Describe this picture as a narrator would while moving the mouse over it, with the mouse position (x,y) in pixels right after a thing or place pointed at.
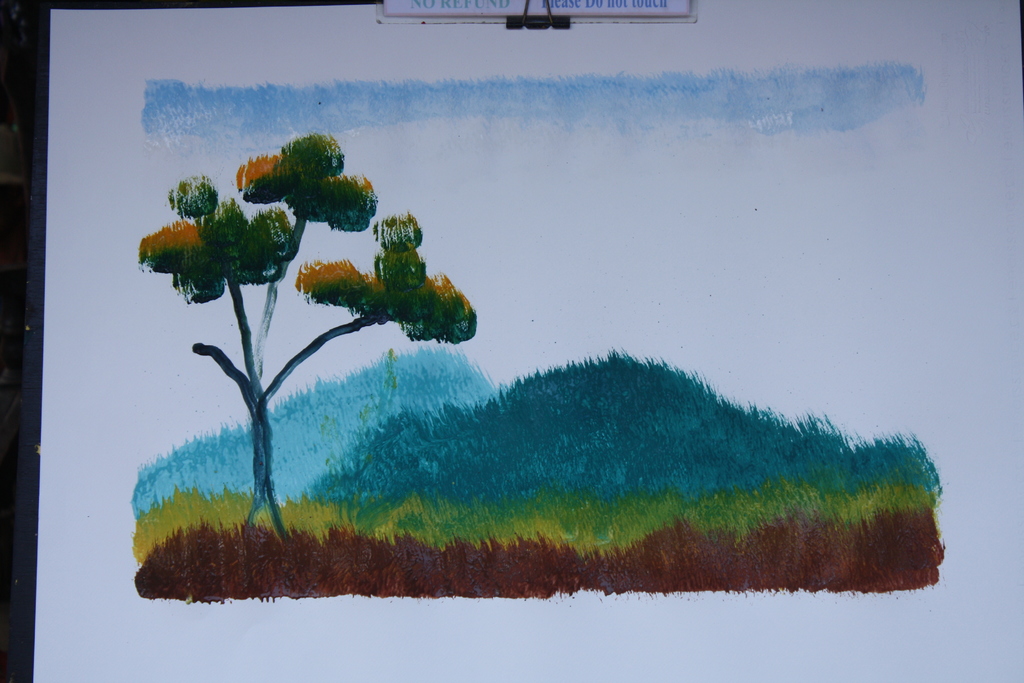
In this image I can see the painting (371,381) on a paper (549,285) in which I can see the grass (488,513), a tree (338,294) and the sky (485,103).
